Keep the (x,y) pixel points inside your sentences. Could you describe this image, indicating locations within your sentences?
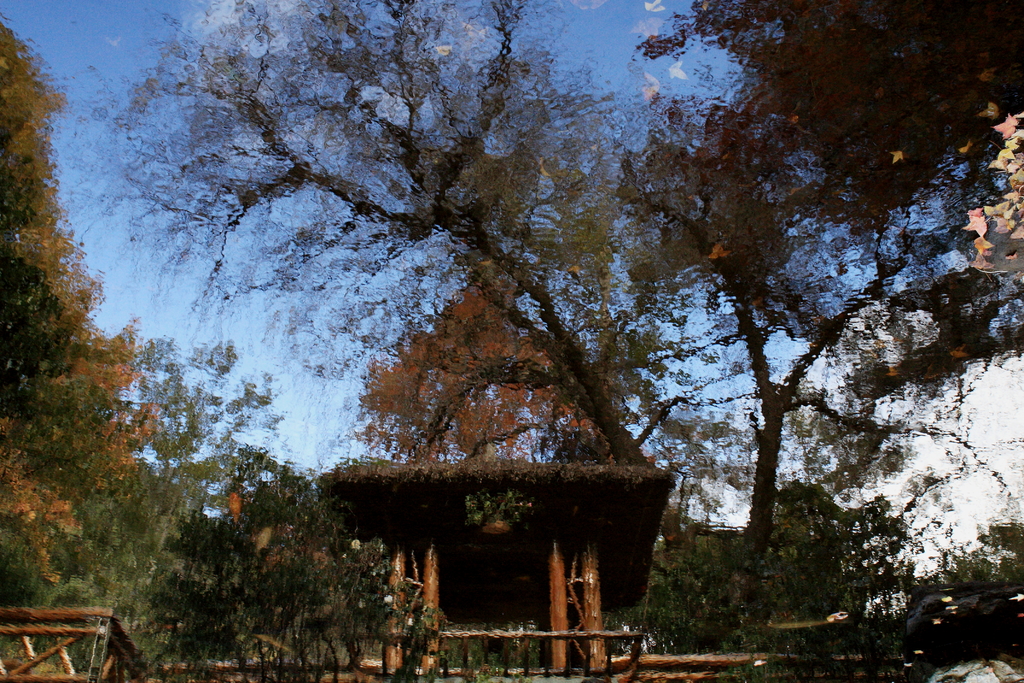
In the image we can see there is a reflection (483,562) of a hut (531,578) and there are wooden poles (558,578). There are trees (14,559) and the sky (317,465) is clear.
